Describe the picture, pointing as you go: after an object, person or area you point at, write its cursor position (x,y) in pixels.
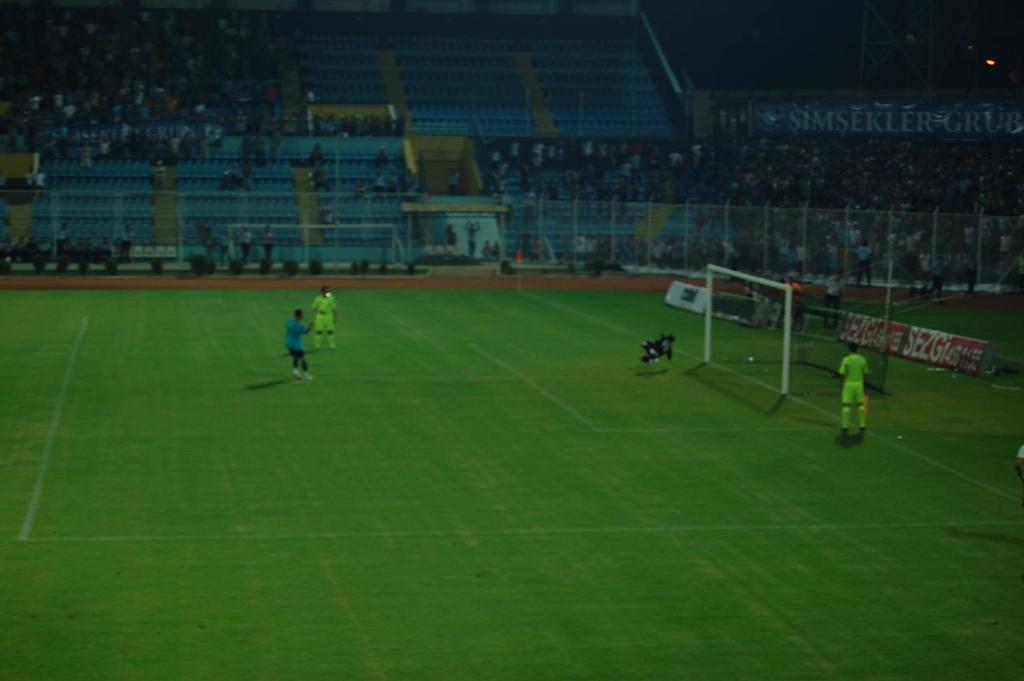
In this picture few players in the ground (269,526) and I can see few people (909,145) standing and few are seated and I can see boards (887,134) with some text (900,334) and I can see a goal pole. It looks like a football stadium (206,361).
